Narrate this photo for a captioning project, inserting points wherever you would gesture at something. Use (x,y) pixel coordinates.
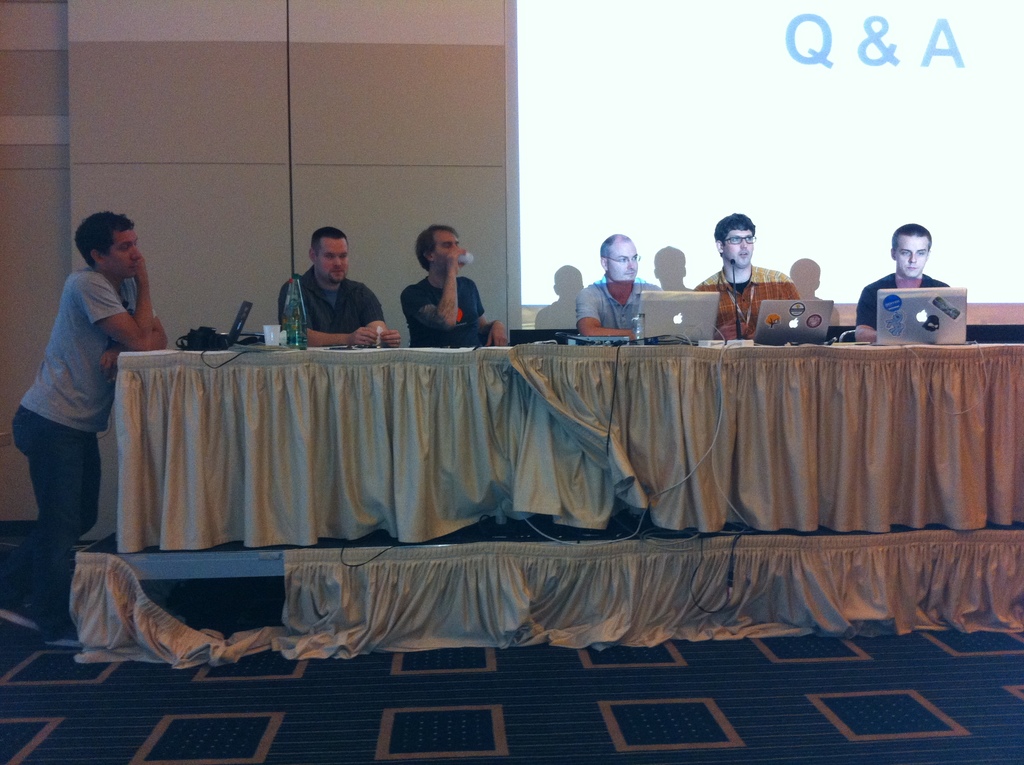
These are the group of people (340,300) sitting with table (339,362) in front of them and laptops (881,315) on it here on the left side (83,362) there is a guy (46,496) standing, here we can see a digital screen (767,216) which has Q&A (952,42).
